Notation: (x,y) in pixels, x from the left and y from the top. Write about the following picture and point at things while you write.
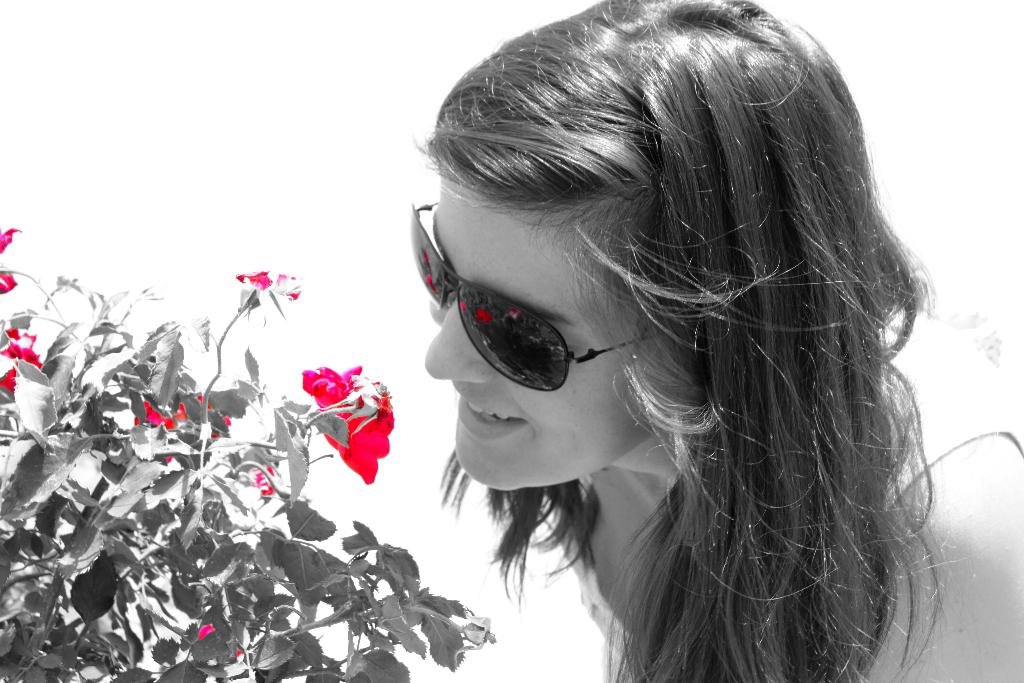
This woman (582,249) wore goggles (561,385) and facing towards this rose plant (329,375).
